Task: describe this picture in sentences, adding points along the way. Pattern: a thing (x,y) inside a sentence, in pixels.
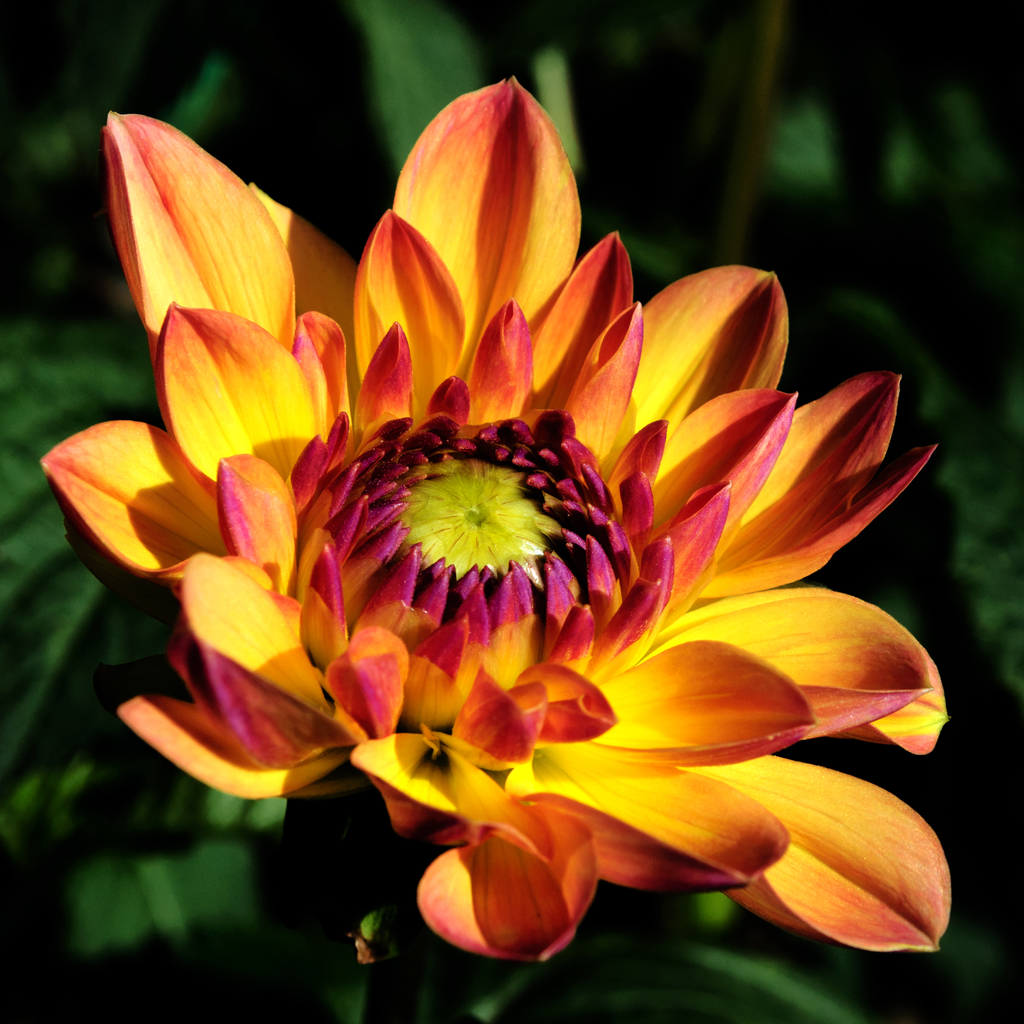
In this image we can see a flower (229,789) which is in yellow and orange color. The background of the image (36,459) is slightly blurred, where we can see green leaves (23,531).
